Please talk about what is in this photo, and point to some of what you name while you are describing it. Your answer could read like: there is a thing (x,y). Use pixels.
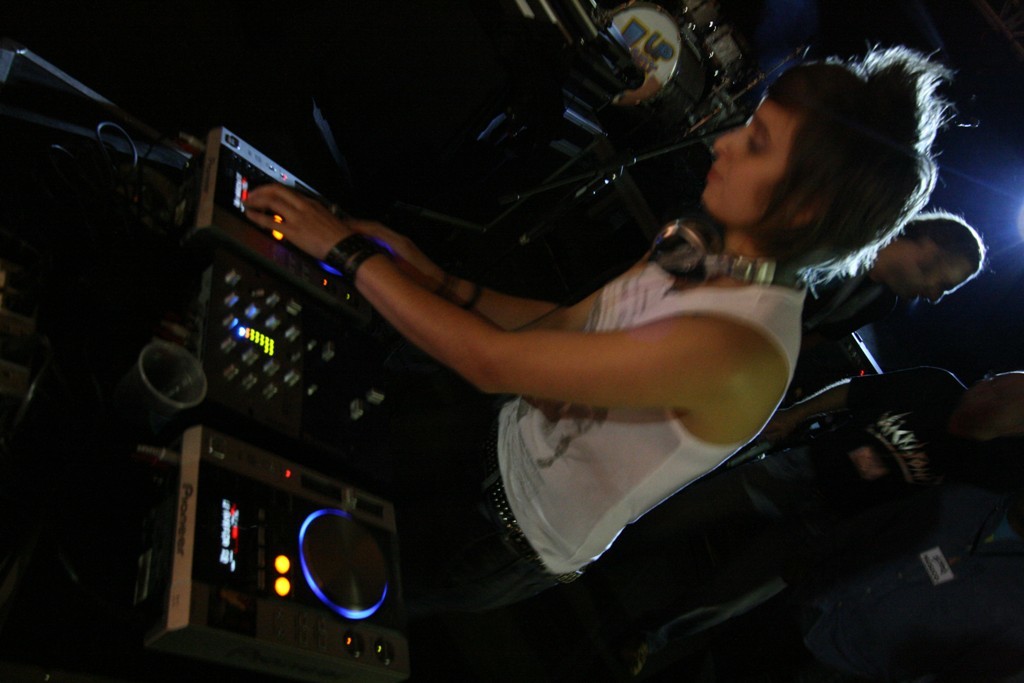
In this picture I can see a woman (609,439) is controlling the disc jockey (296,482), on the right side (848,319) there are two men (920,420).
